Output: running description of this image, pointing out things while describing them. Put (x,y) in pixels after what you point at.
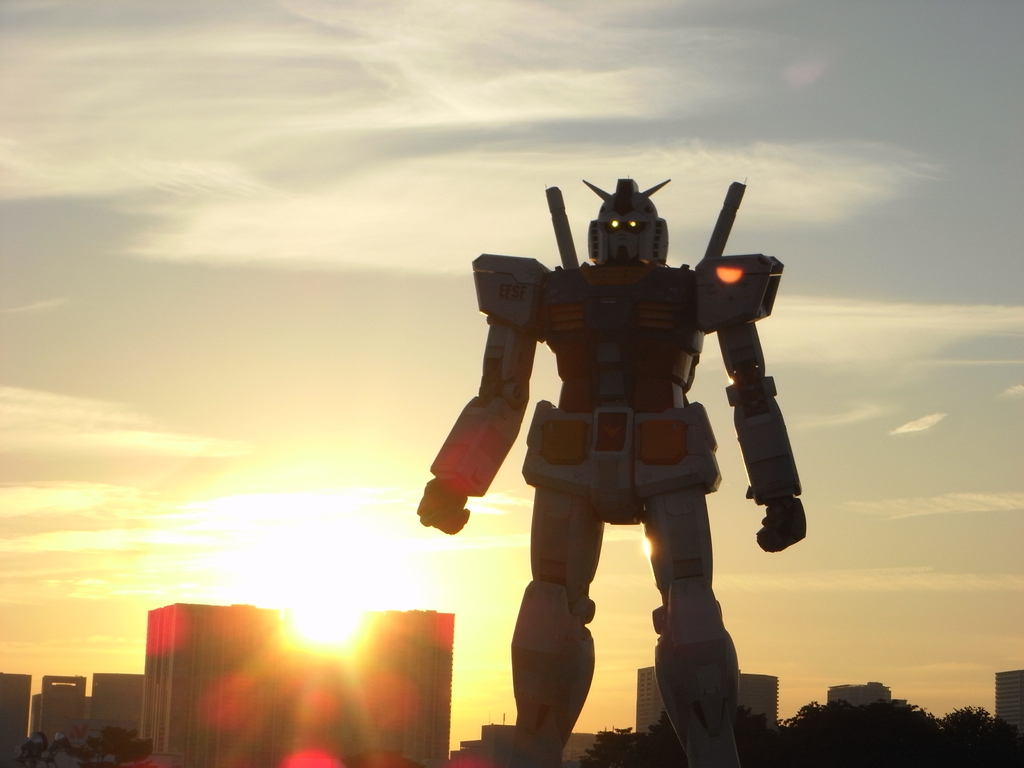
In this picture there is a robot (674,635) in the center of the image (672,414) and there are buildings (266,668) and trees (838,742) at the bottom side of the image (242,648).
